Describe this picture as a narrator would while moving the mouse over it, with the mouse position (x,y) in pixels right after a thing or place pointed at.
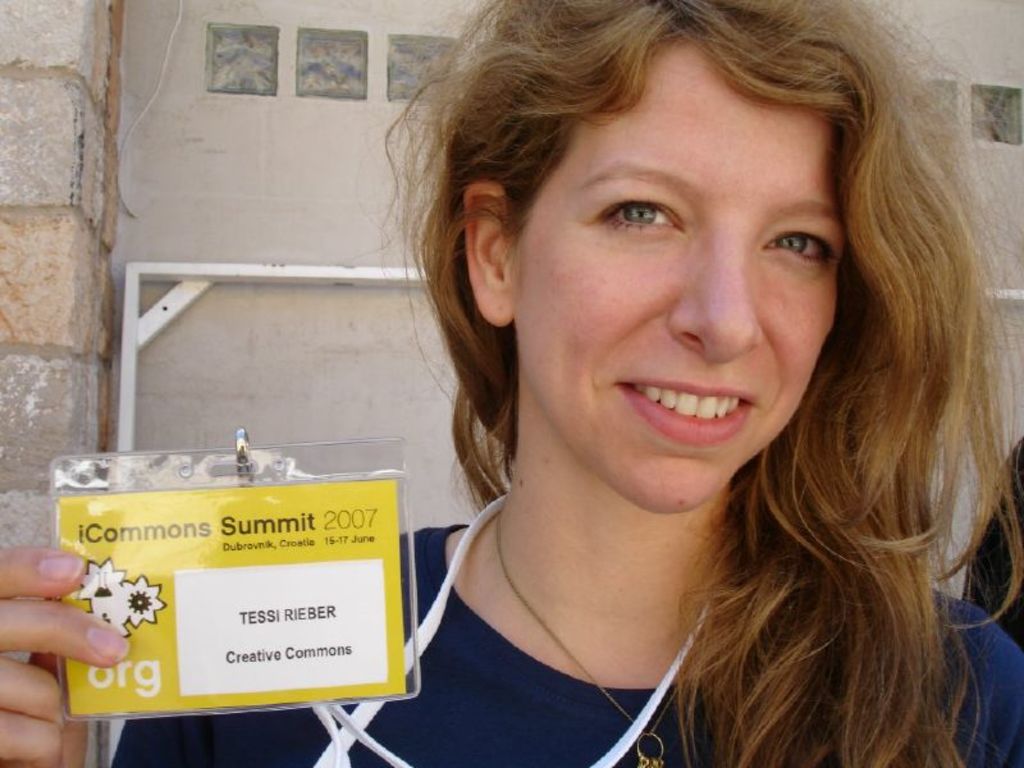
In the center of the image (647,336) there is a woman (480,708) holding a ID card (238,556). In the background (109,301) we can see wall (242,93).
